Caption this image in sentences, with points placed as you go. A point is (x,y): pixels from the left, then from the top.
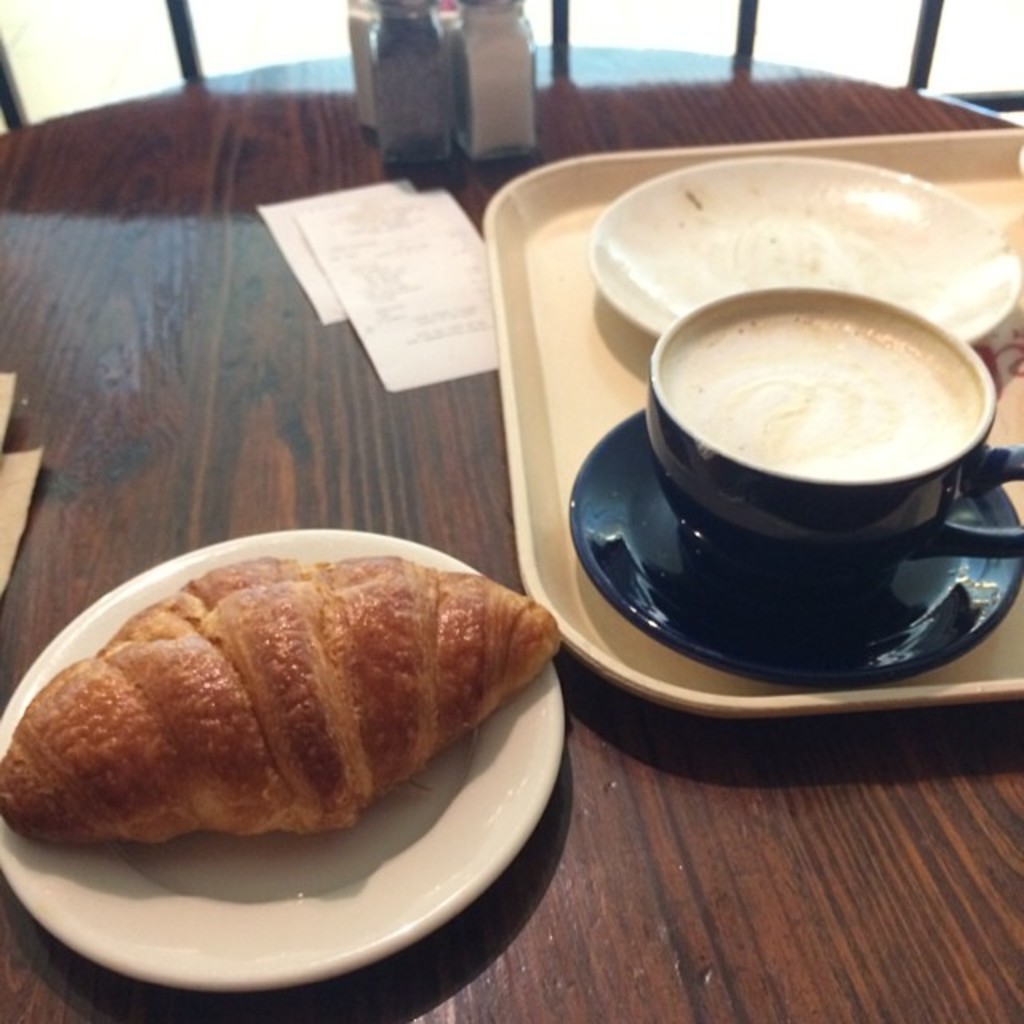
This image consist of food (532,642) and there are papers (339,291) on the table (96,419), there are bottles (452,94) and there is an empty plate (792,219) and there is an object (660,443) which is black in colour.
